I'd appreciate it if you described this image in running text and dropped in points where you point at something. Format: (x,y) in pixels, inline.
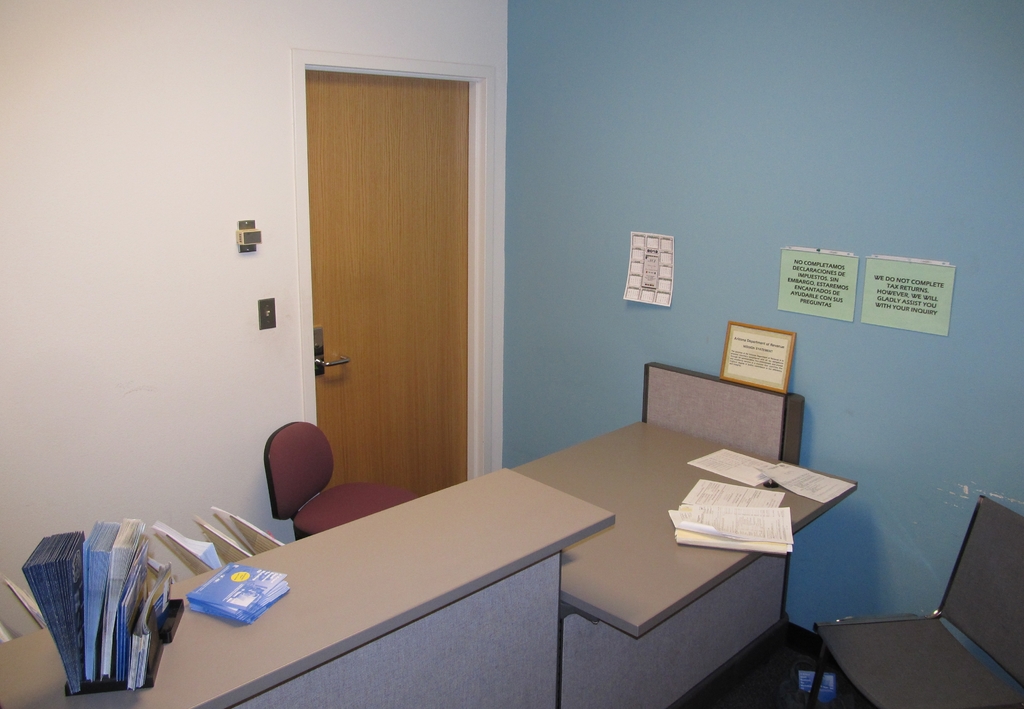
In this image there are papers (266,532) and pamphlets (118,581) in a stand (98,673) on the tables (535,546), there are chairs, papers (929,303) stick to the wall (660,333), frame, door (356,263) with a door handle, wall (286,175).
